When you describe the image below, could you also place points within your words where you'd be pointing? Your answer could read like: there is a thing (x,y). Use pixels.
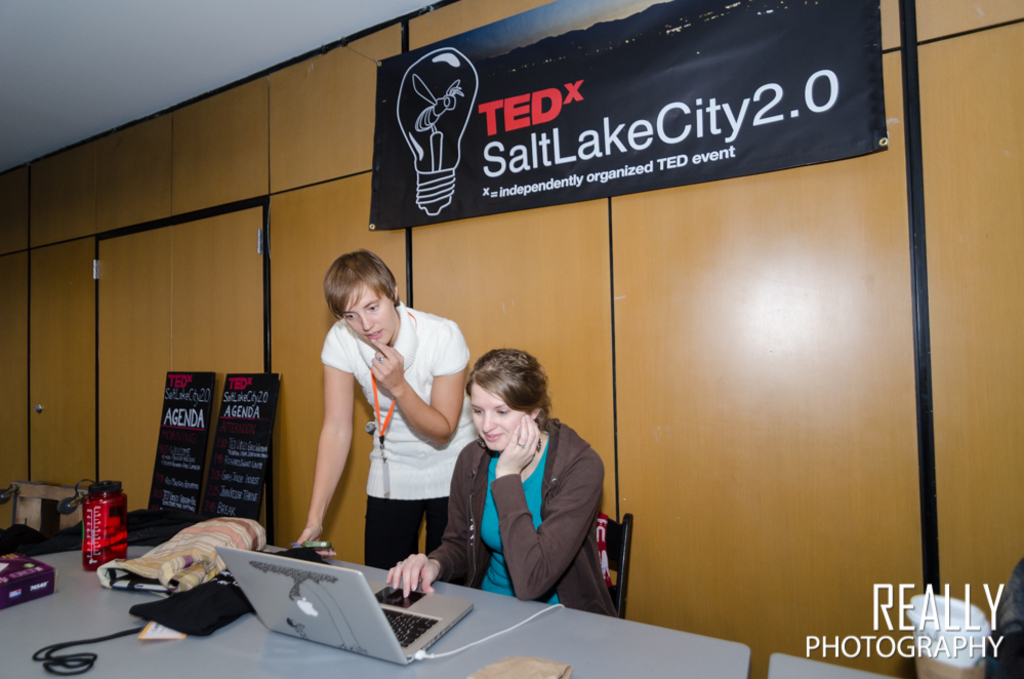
In the image we can see two people (461,493) wearing clothes (484,501). One is sitting and the other one is standing. In front of them there is a table (247,671), on the table (66,553) there is a laptop (337,610), handbag (182,589), water bottle (120,527) and cable wire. Behind them there is a wooden cabinet (691,431) and a poster (651,168). At the right bottom (925,622) we can see a watermark (863,656).
